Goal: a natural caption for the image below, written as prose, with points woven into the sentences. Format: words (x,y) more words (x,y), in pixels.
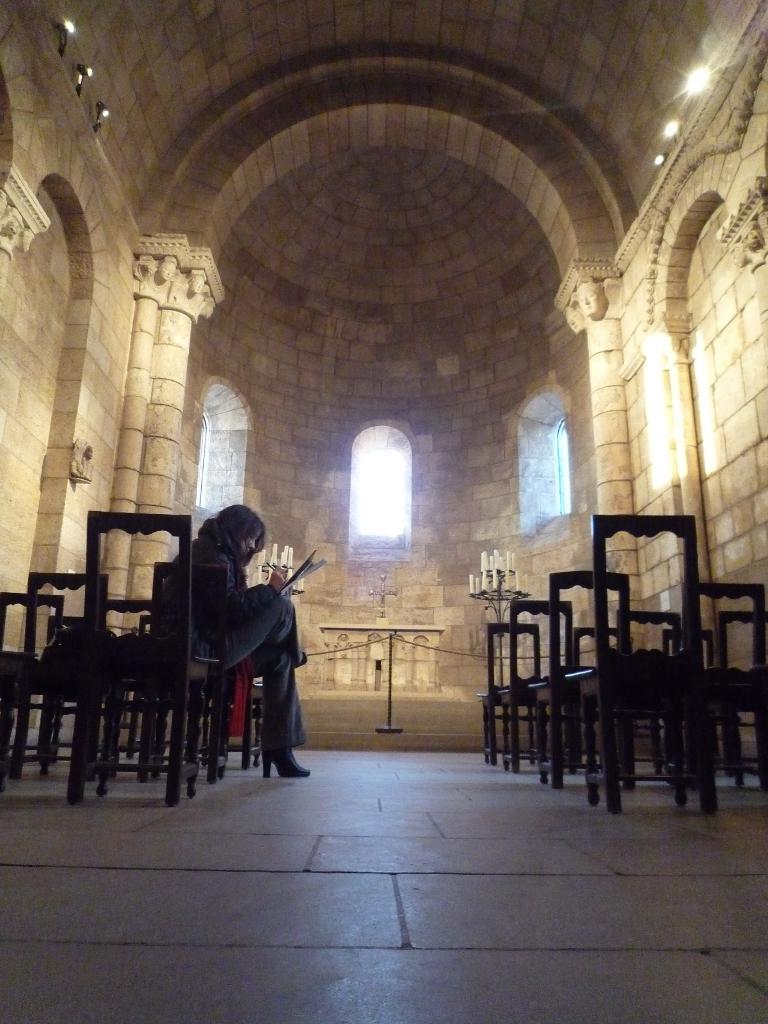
In a room (438,580) there are many chairs (575,673). To the left side (244,648) there is a lady (231,626) sitting on a chair (226,639). And on the other side there are pillars (606,403). It looks like an arch (428,122). And to the both side of the cross symbol (375,592) there are candles (477,589). And there are some windows (393,483).
